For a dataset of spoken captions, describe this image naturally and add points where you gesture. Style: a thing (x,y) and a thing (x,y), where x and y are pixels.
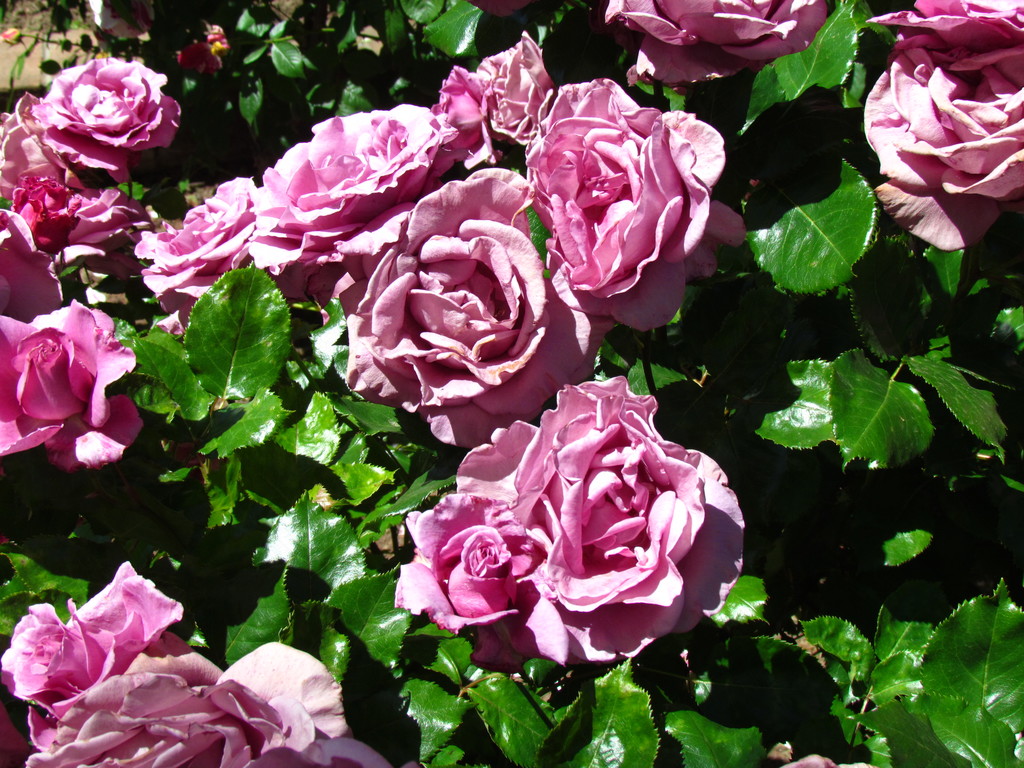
Here we can see flowers (968,151) and plants (904,383).
